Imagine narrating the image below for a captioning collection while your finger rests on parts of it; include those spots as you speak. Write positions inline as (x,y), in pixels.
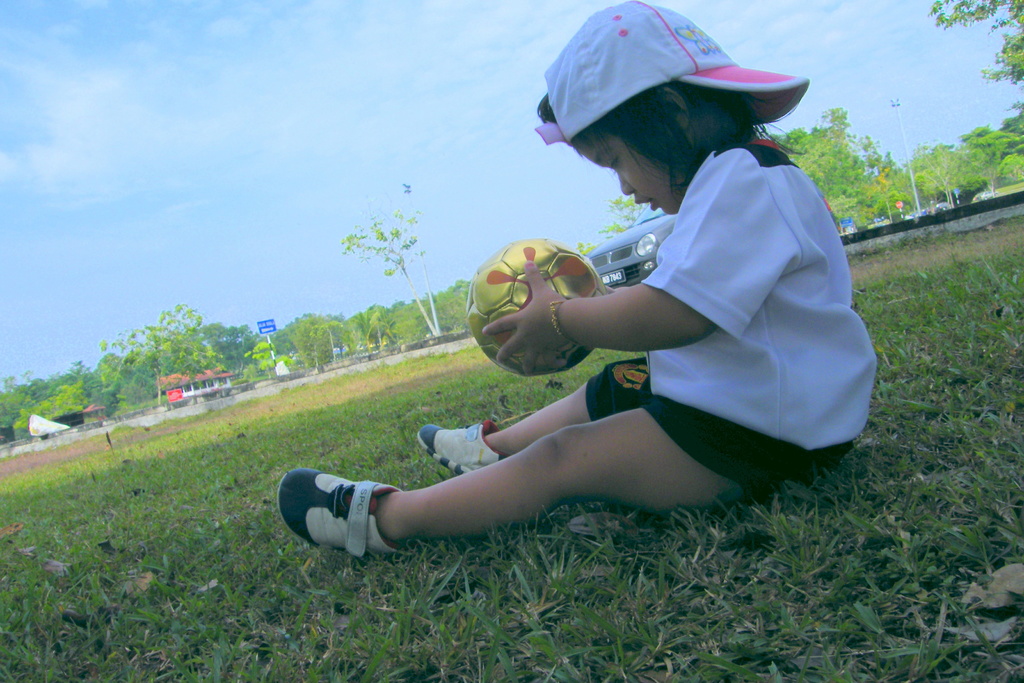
In this picture we can see a girl (793,200) sitting on grass (503,419) holding ball (545,244) in her hands (548,331) and in background (650,236) we can see trees (262,359), house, sign board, car (655,248), pole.
